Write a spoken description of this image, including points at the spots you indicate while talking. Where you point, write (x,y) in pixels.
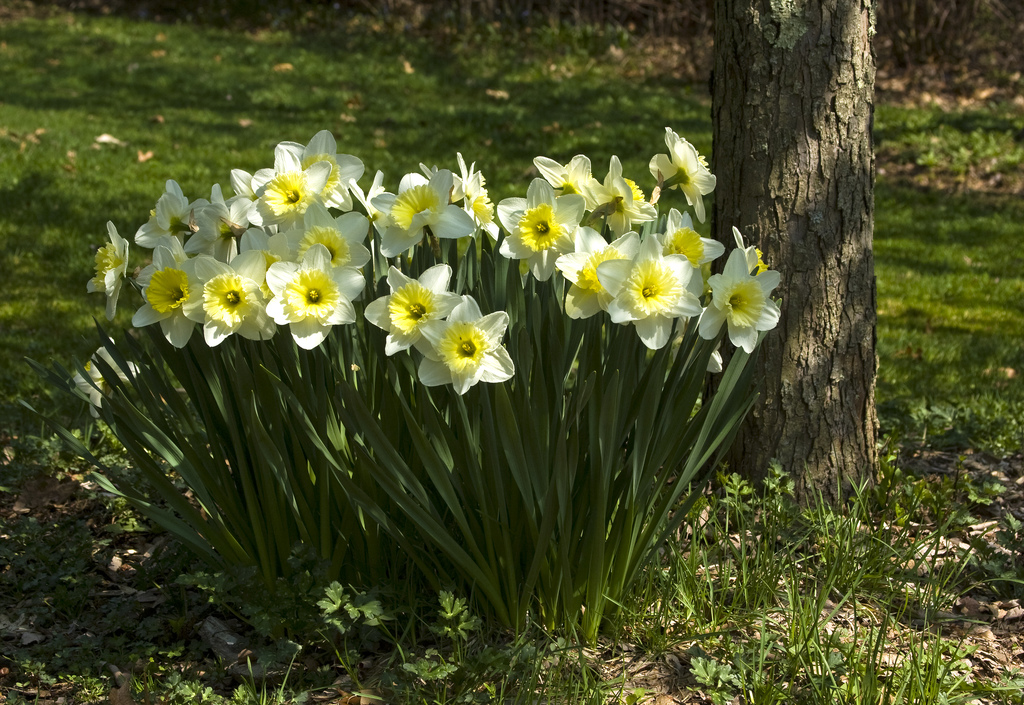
In this image we can see the yellow flowers (691,251). Here we can see the trunk (733,100) of a tree (752,121) on the right side (845,204). Here we can see the grass (287,79) all over.
